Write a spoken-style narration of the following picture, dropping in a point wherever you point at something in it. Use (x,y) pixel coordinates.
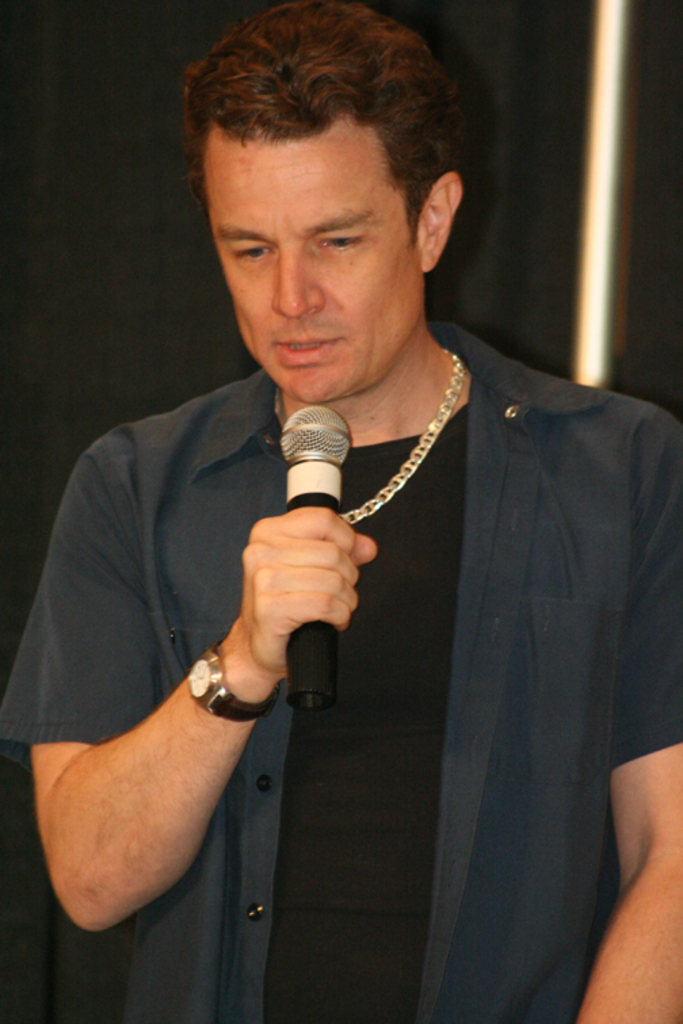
In the image there is a man (575,490) who is holding a microphone (320,489) and opened his mouth (311,361) for talking and he is also wearing a watch (225,702) which is in black color.
